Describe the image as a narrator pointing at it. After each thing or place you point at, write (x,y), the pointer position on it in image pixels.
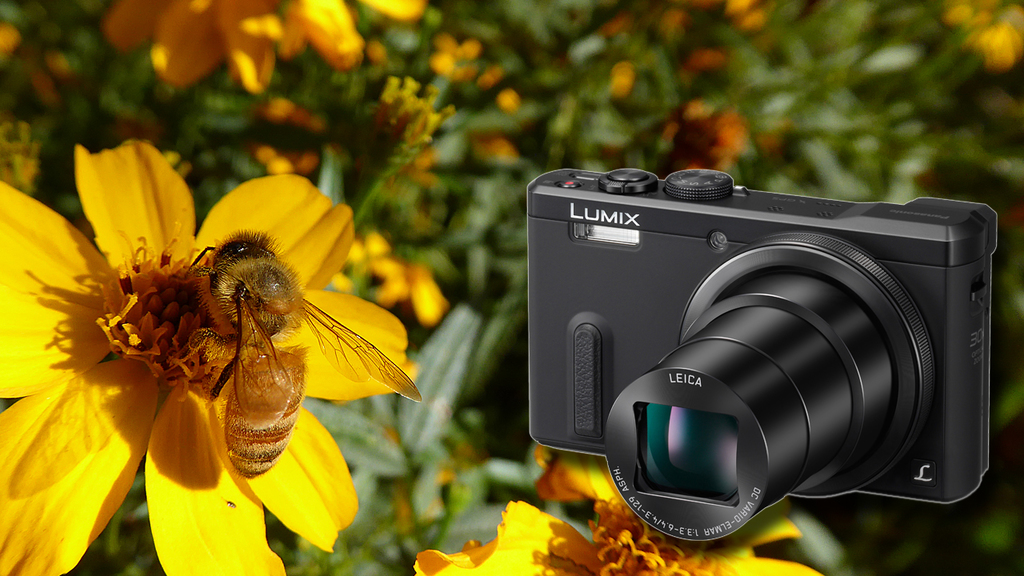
This is an edited image in which we can see an insect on a flower (121,379). We can also see a camera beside it. On the backside (515,350) we can see some plants (440,168) with flowers (420,121).
